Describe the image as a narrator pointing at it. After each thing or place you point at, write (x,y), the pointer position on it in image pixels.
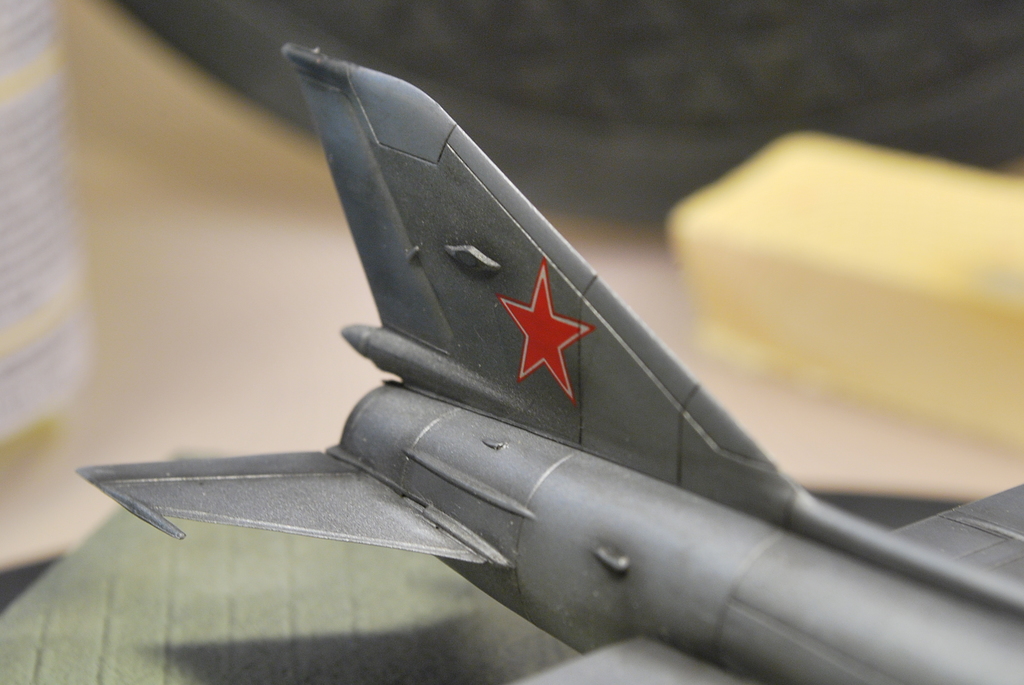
In this image, we can see a toy (564,457) which is in ash color. At the bottom (297,628), there is a surface (221,608). Background (20,323) we can see a blur view. Here we can see few objects (57,310).
